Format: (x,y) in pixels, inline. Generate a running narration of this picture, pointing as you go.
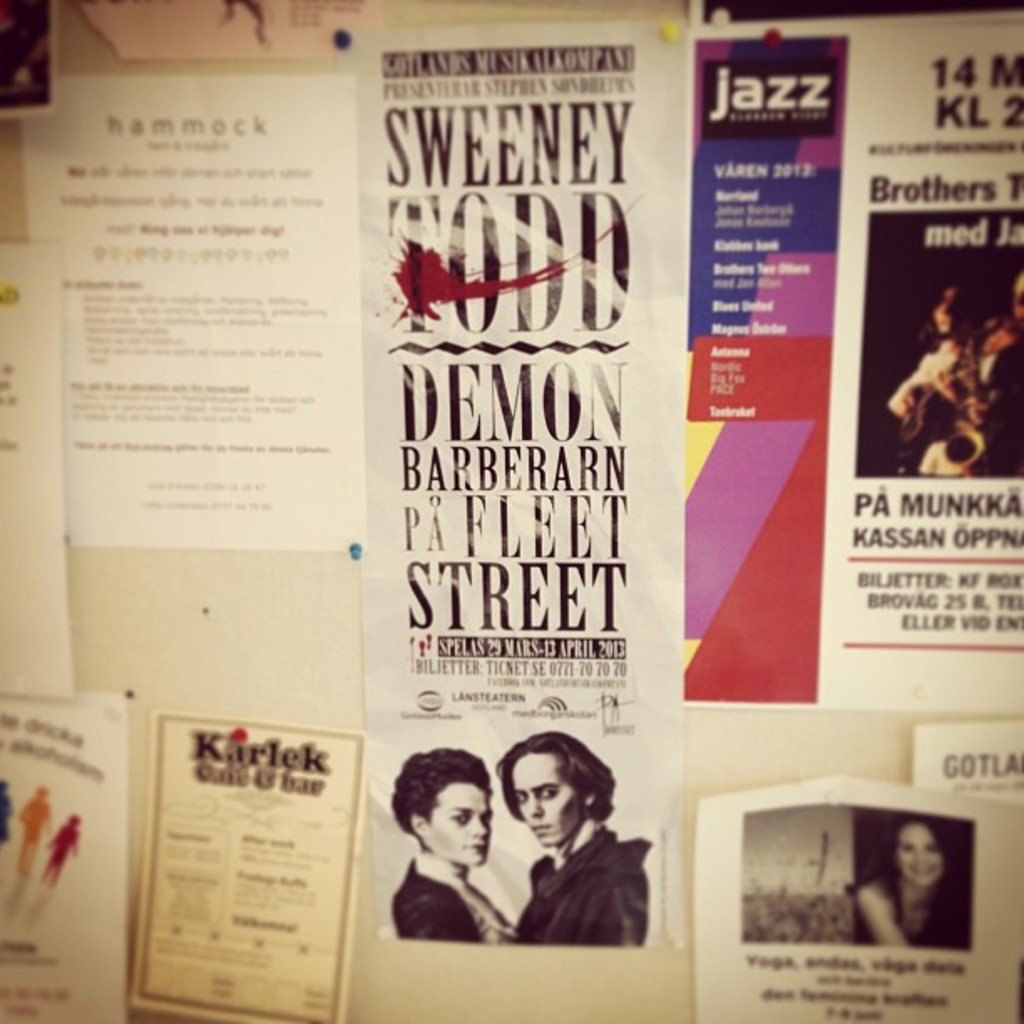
In this picture I can see number of papers (404,416) and I see something is written and I can see few pictures (928,361).
